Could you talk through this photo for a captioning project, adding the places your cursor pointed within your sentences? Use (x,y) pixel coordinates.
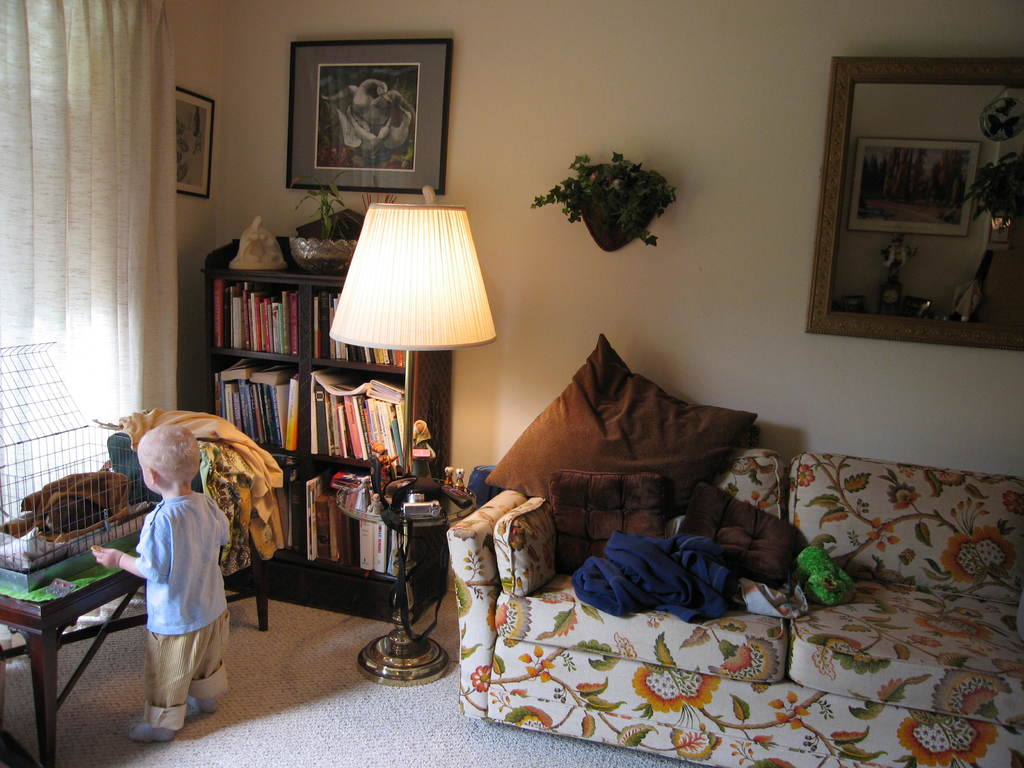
This image consists of a room (722,387), a Mirror (885,242) on the frame (872,68), on the right side (1003,305), sofa (883,472), cushions (623,423), a kid (178,558) on the left side (172,498), bookshelf (288,468) with books (349,395), a light (468,319) in the middle (413,261) and a photo frame (361,102) on the top (355,151), a curtain (120,148) on the left side (136,305).
